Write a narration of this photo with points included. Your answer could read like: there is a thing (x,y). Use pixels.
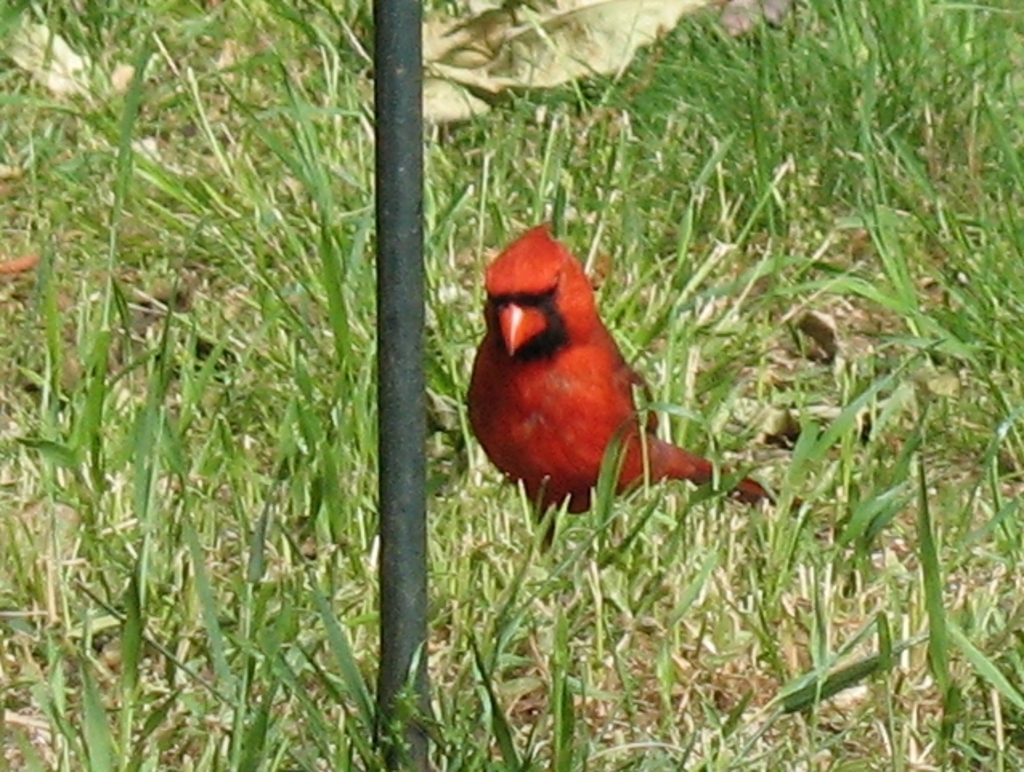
There is a red color bird (575,404) on the grasses (582,663). Also there is a pole (393,474).
